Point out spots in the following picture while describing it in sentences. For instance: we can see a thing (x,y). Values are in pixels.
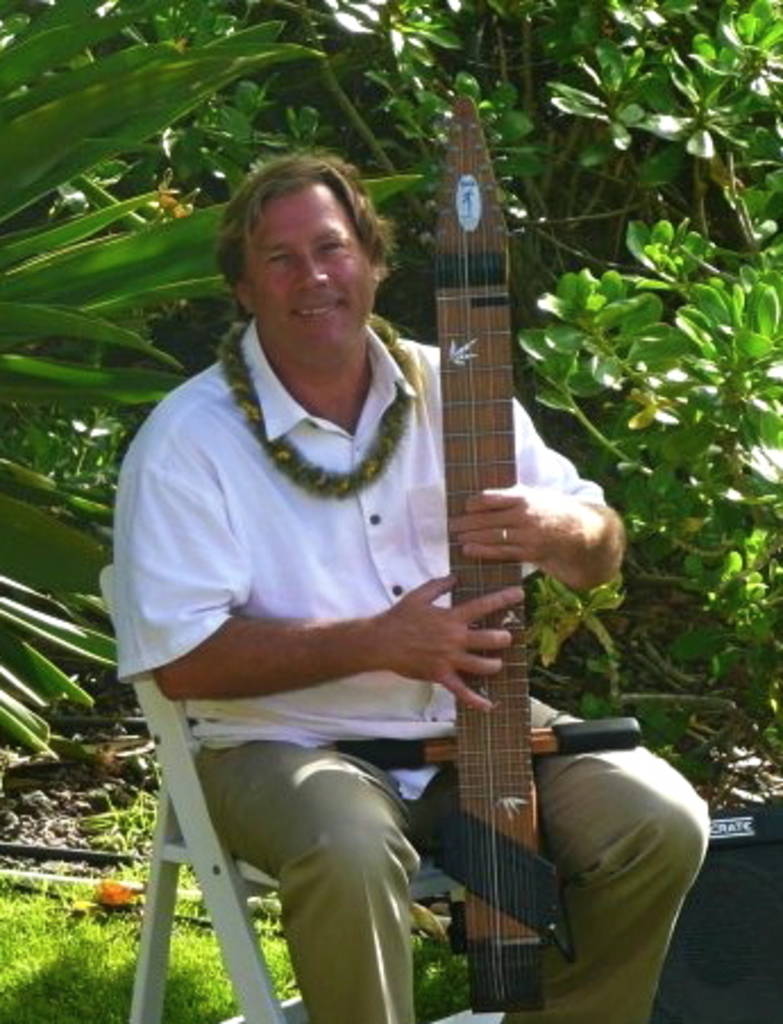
In this image there is a man (358,924) sitting on a chair (208,814) and holding a musical instrument (515,663) in his hands (425,586), in the background (425,50) there are trees (544,148).
